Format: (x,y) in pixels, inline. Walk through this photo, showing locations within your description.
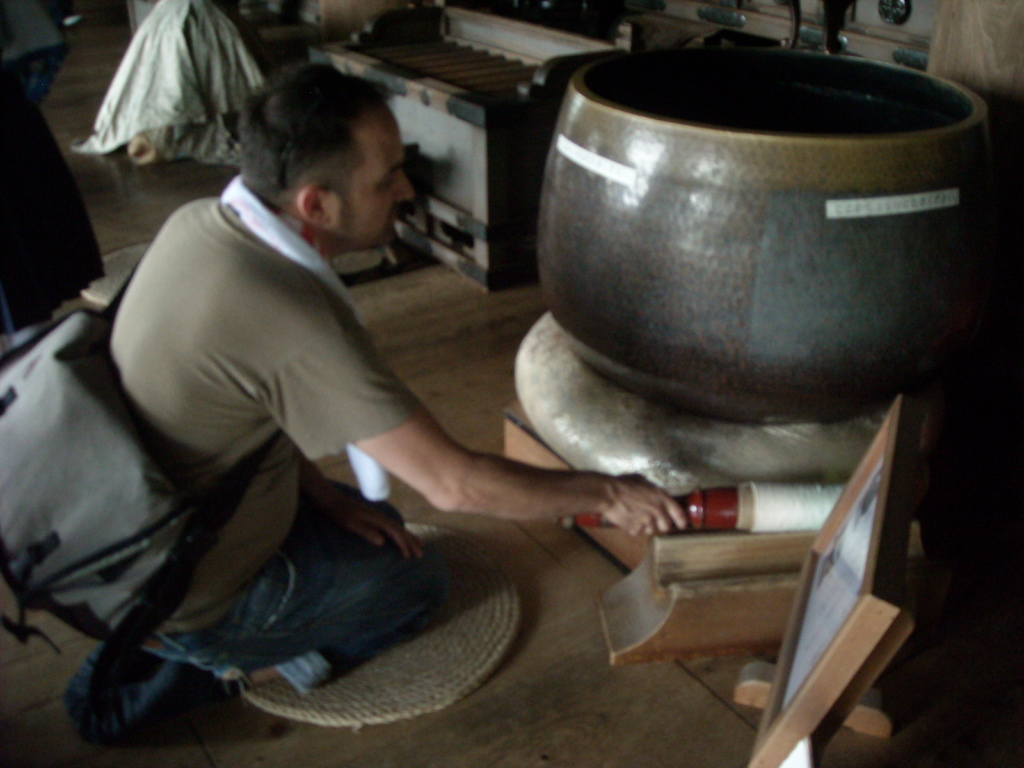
In this image we can see a person (338,512) wearing a bag (87,491) holding an object (731,509) sitting on his knees (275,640) on a mat (417,679) beside a big container (741,273) with a stand (775,466). We can also see some clothes (144,119), a wooden table (376,53) and a frame (802,679) beside him.
